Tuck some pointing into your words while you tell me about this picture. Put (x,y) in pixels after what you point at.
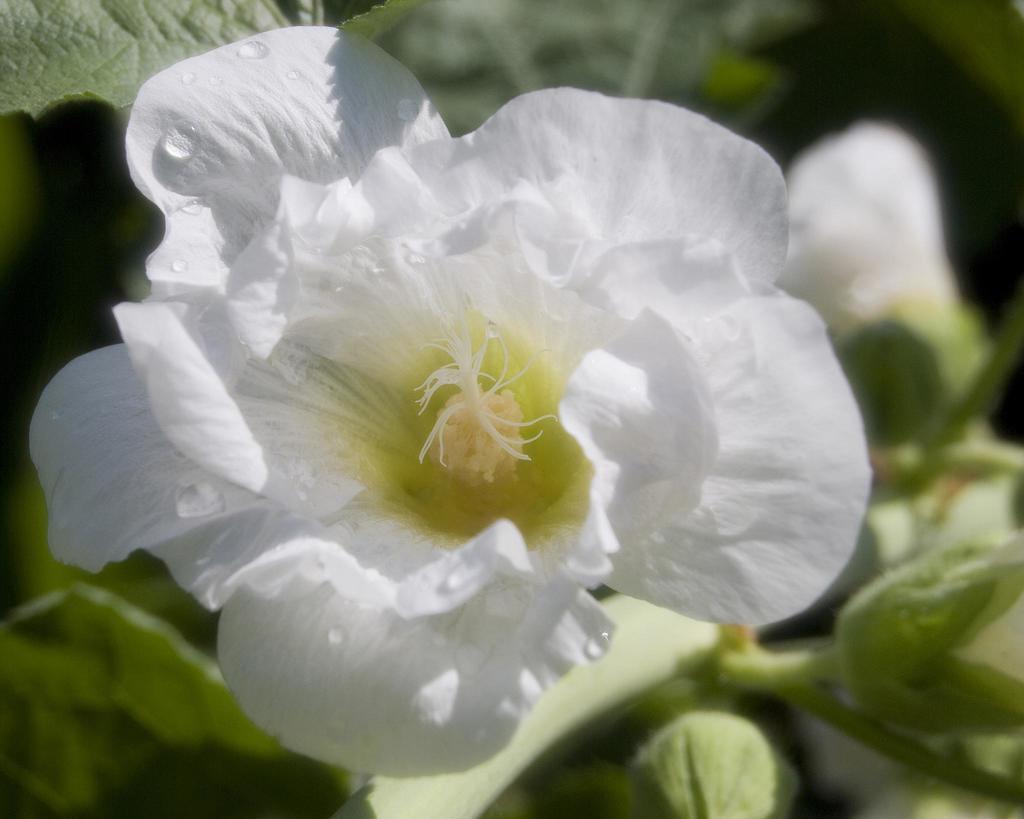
In this picture I can observe white color flowers (290,427). I can observe some water droplets (252,55) on the petals (212,530). In the background (89,34) there are plants (121,690).
